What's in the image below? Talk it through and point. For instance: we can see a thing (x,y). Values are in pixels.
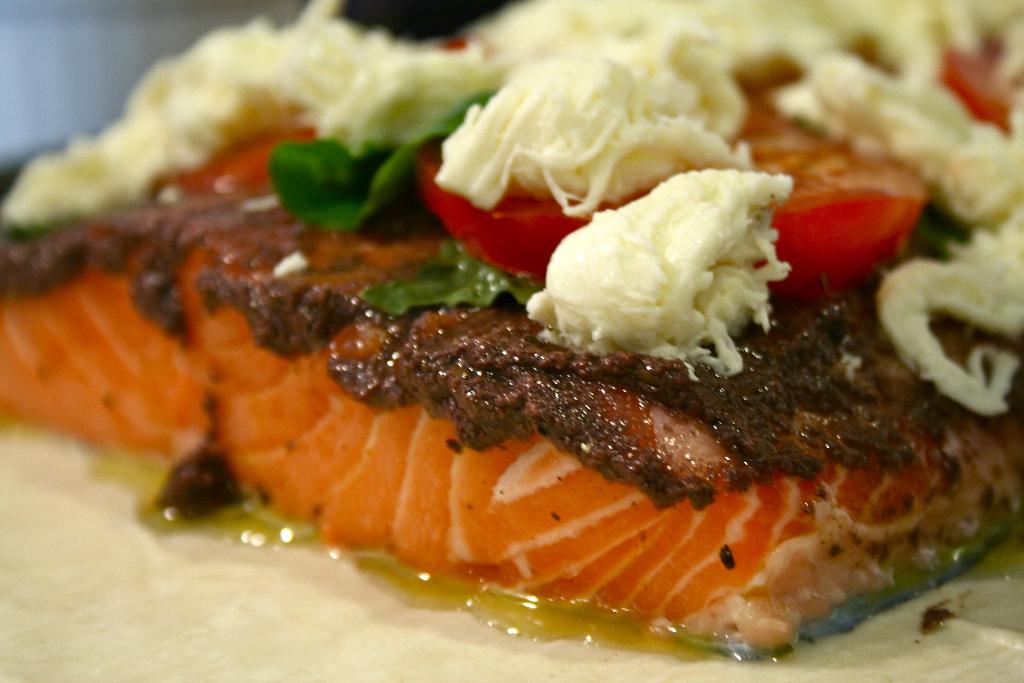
In this picture there is a food (375,424) on the plate (314,596).
